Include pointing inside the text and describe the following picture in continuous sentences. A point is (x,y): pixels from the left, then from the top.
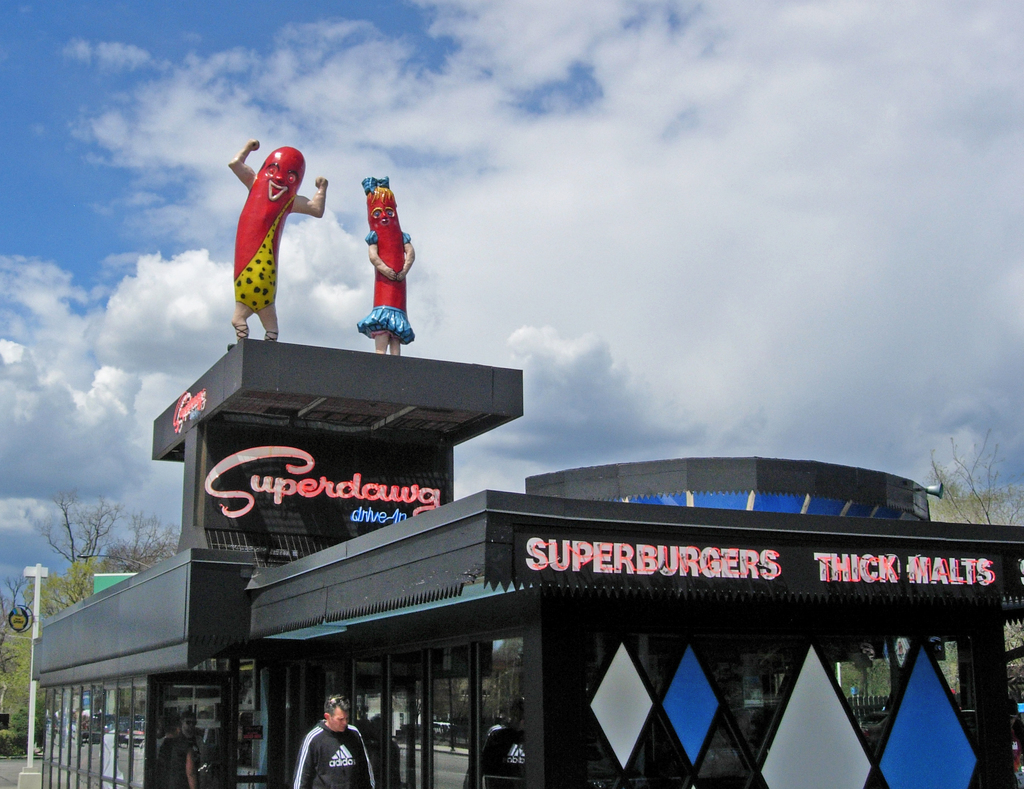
In the image there is a store (310,579) with walls (503,597), glasses (417,687), name board (586,562) and statues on the top (279,184). There is a man (326,740) standing. Behind the store (204,698) there are trees (65,580). At the top of the image (404,151) there is sky (355,159) with clouds (394,91).
